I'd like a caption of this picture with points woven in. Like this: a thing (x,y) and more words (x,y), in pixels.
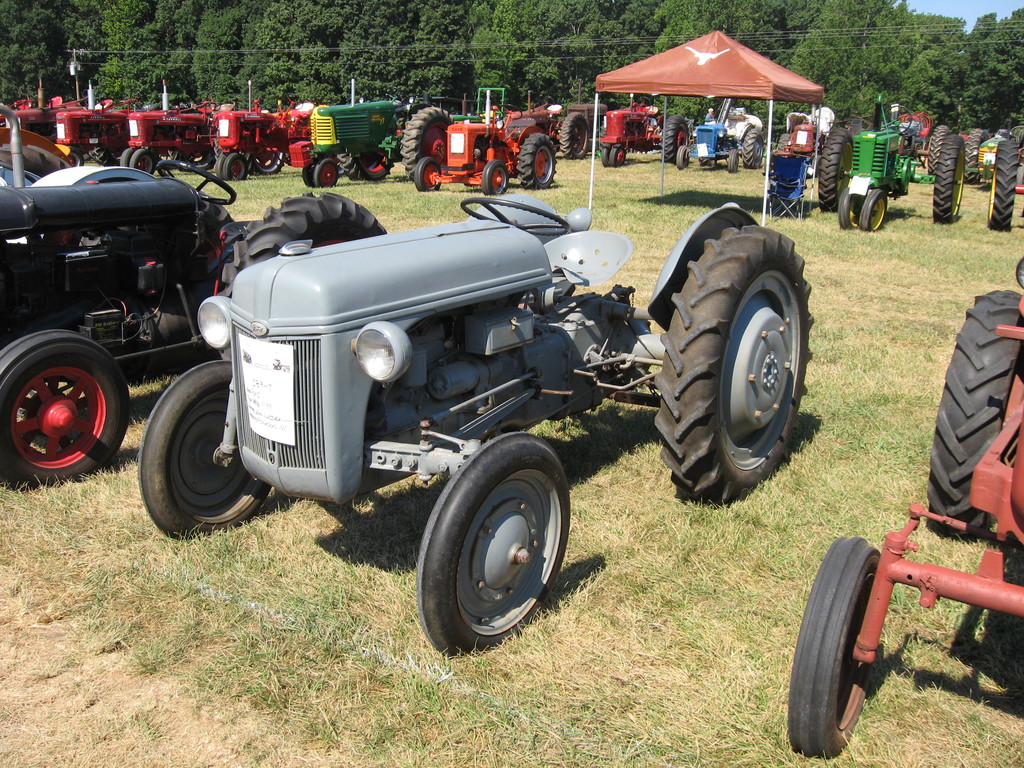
In this picture we can see some tractors (389,291) parked here, there is a shed (738,78) here, at the bottom (612,669) there is grass (655,642), we can see trees (684,17) in the background (398,38), there is sky (969,27) at the right top of the picture (965,7), we can see steering (488,205) here.
